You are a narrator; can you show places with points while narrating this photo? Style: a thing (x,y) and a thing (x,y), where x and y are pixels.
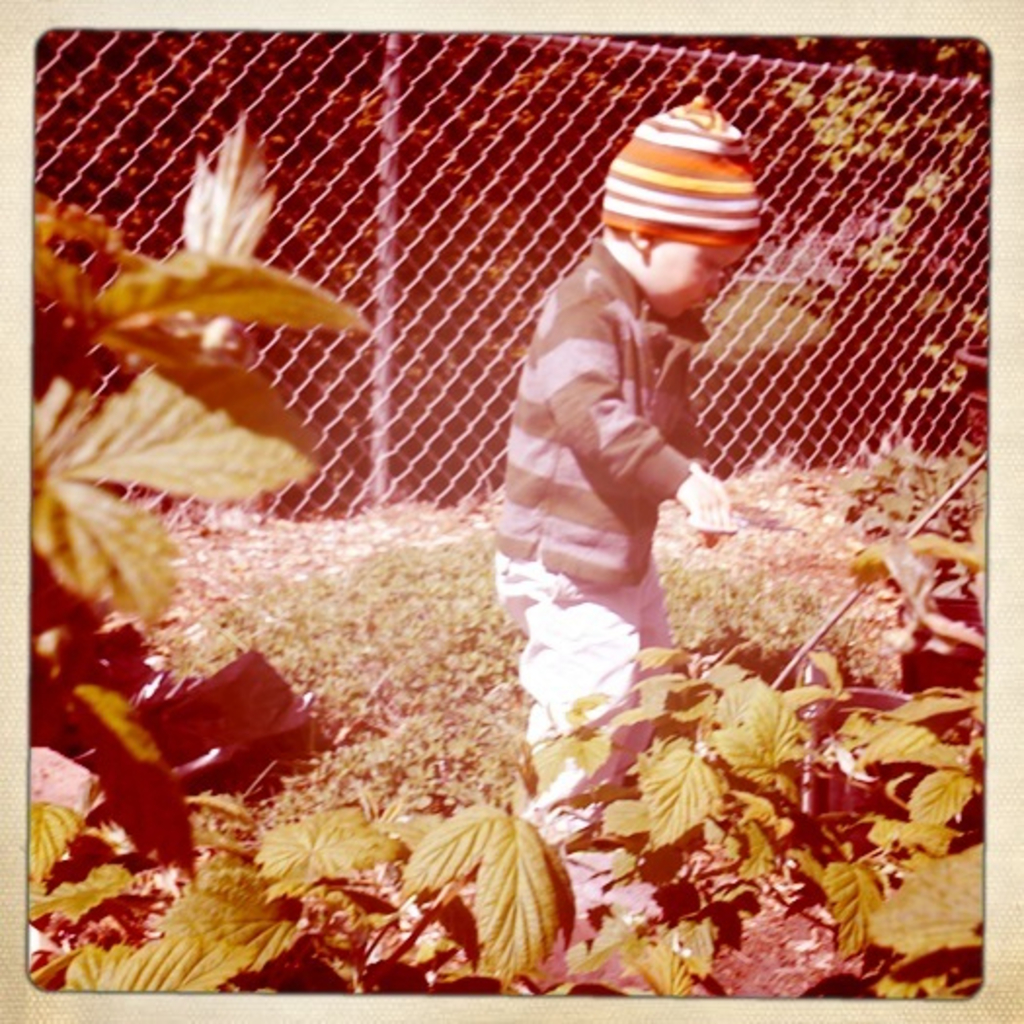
In this picture I can see a boy (584,557) standing and he wore a cap (740,234) on his head (657,220) and I can see plants (471,833) and trees (622,116) and I can see a metal fence (969,310) and grass (345,579) on the ground (484,670).
